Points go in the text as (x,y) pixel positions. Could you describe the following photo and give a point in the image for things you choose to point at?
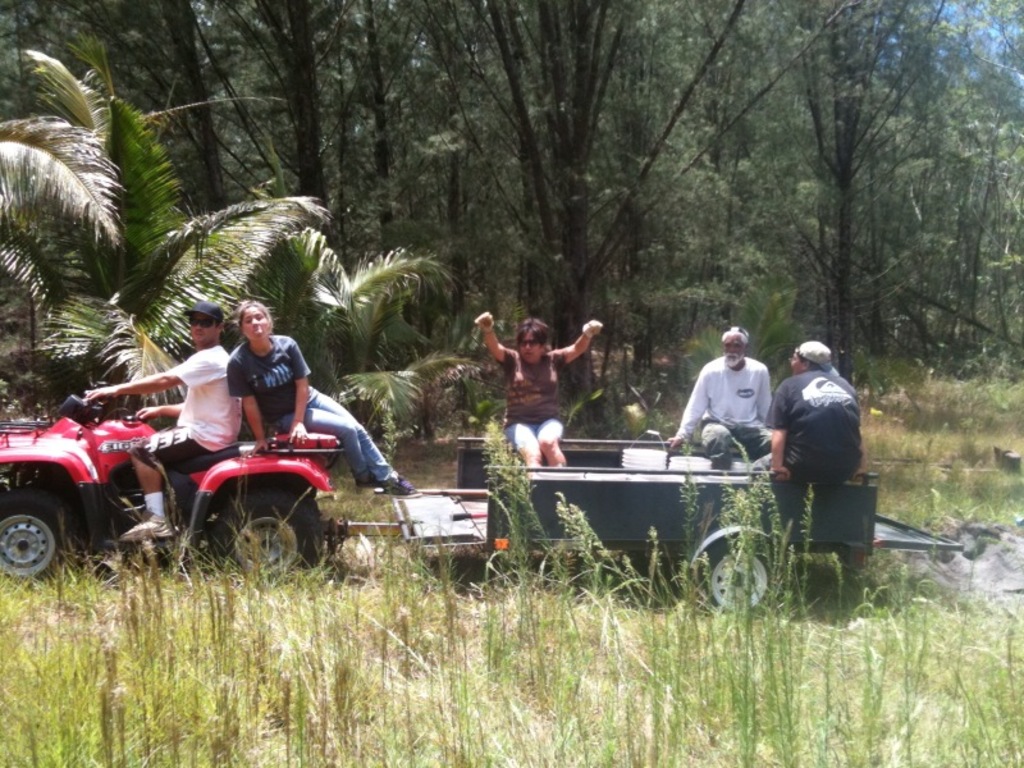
In this picture we can see some people (533,333) sitting on ATV (330,446) and where person (191,406) is riding the ATV (179,505) and in background (170,395) we can see trees (534,83).
